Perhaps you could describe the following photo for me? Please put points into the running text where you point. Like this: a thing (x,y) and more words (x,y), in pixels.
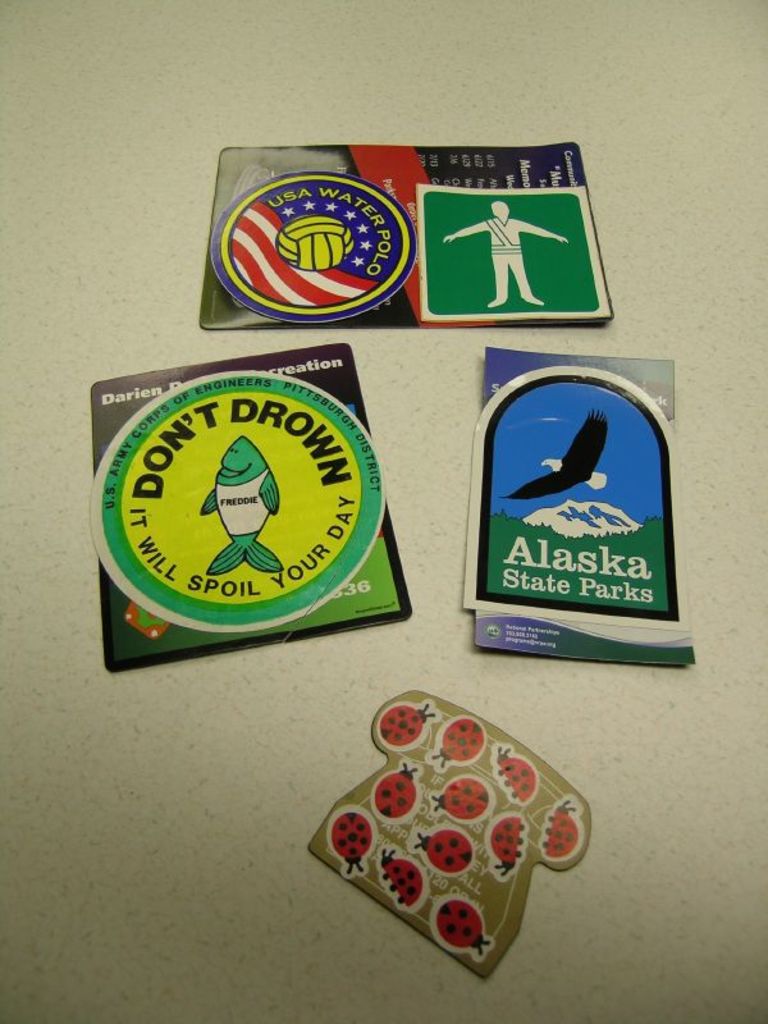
In this image we can see the posters (281,190) and stickers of an insect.
